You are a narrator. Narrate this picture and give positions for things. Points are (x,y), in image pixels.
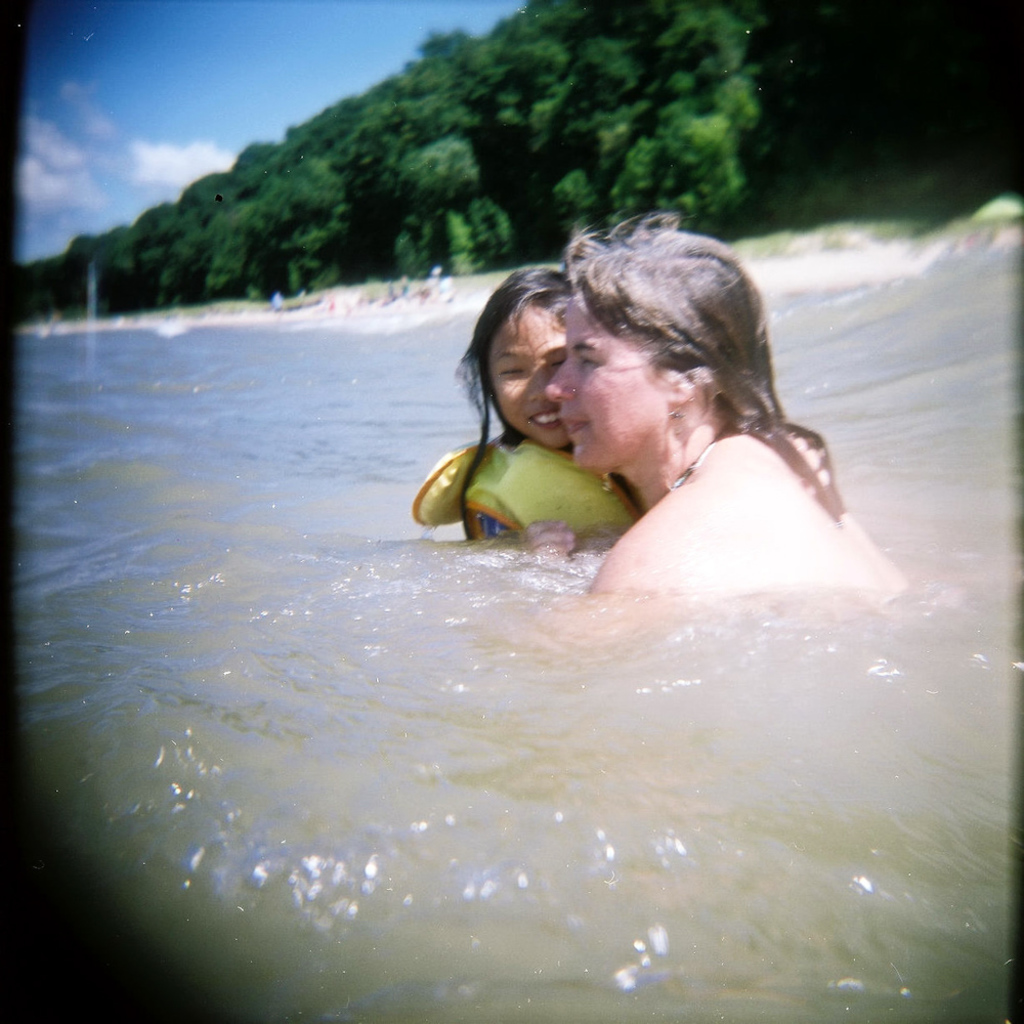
In this image there is a beach (853,266), there are two persons (610,464) in the water (485,713), there is sand (146,324), there are trees (606,122), there is the sky (173,118).
